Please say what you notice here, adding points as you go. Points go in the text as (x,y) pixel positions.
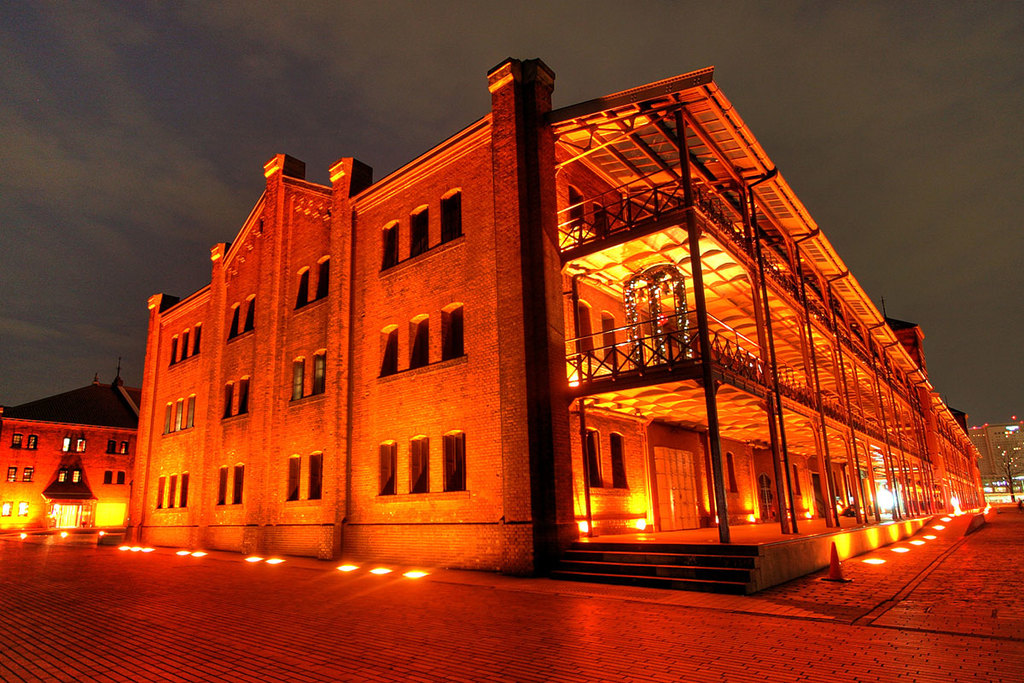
In this image I can see few buildings (603,399), windows (414,234), lights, stairs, traffic cones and the sky (14,335).
